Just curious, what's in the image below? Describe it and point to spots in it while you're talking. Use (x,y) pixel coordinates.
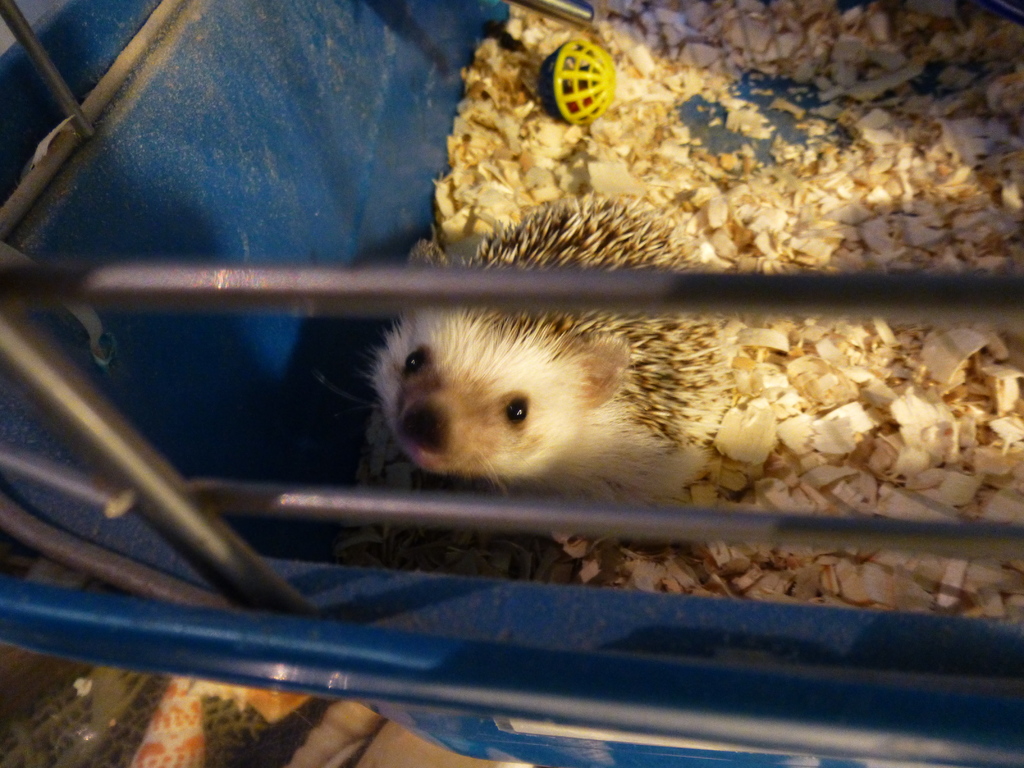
In this image at front (583,256) there is a hedgehog (658,410) inside the cage (589,601) with some stuff (740,318) in it.
